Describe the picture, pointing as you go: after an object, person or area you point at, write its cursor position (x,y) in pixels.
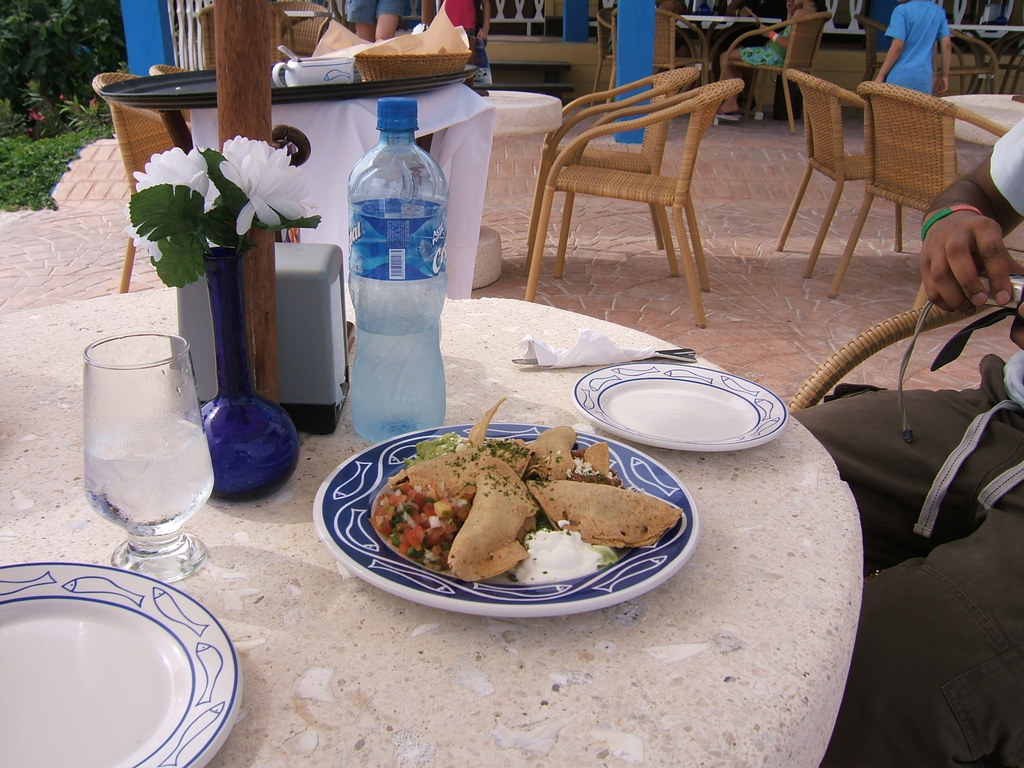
This picture shows a man (883,513) seated on the chair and we see few people (894,73) standing and we see water bottle (431,366) and some food (513,496) in plate (490,579) and a glass (183,432) and a flower vase (212,274) on the table (76,424) and we see two empty plates (741,443) and we see few chairs (567,195) and couple of tables (512,115) on the side and we see few plants (66,82).
